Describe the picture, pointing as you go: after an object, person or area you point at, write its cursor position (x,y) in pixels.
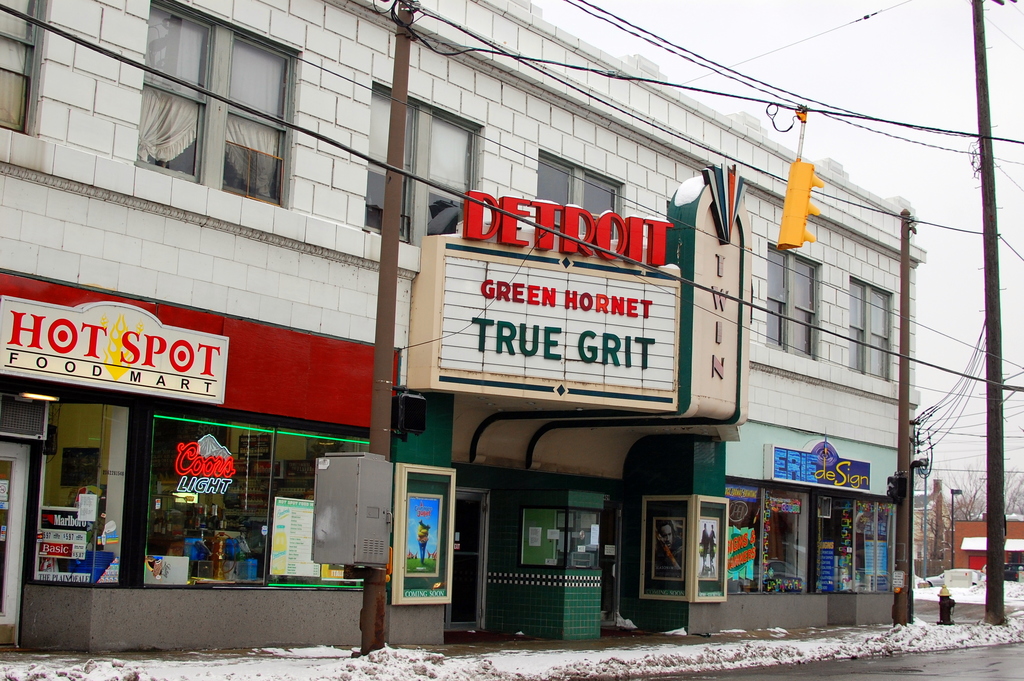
In this image we can see buildings (821,354), text (69,348) to the building (478,504), there are few poles (377,600) with wires (448,52), a box (356,506) to the pole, a fire hydrant (946,620) in front of the building (425,614) and there are few trees (970,507) and the sky (949,202) in the background (821,82).
